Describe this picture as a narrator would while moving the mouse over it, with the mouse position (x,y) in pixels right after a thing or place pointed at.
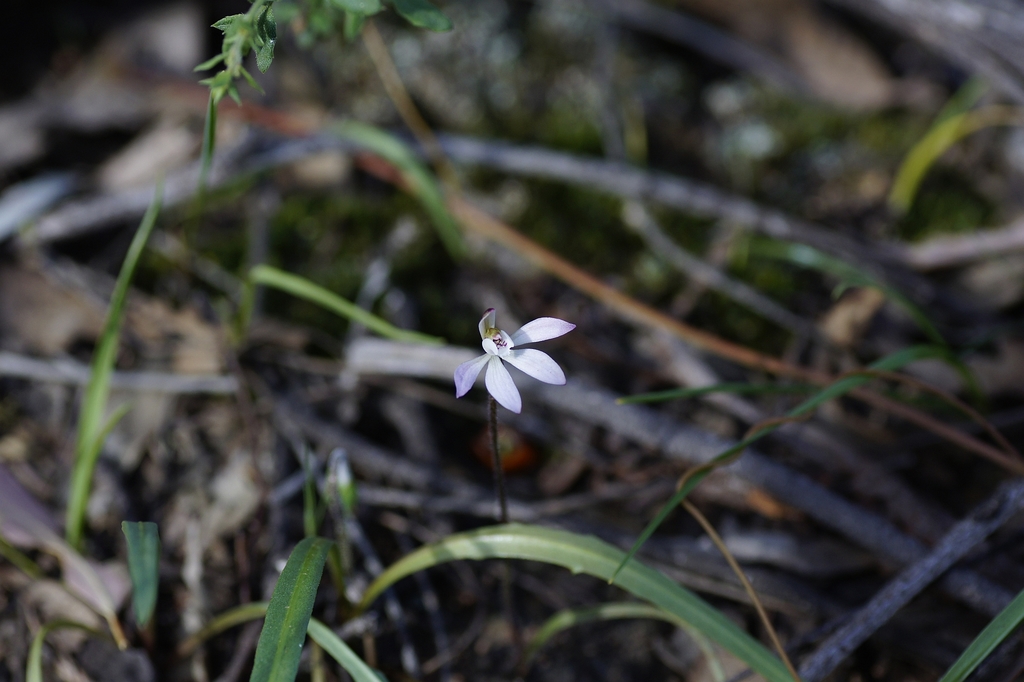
In this image, in the middle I can see a flower (496,451) and at the bottom (463,539) we can see some grass (482,534) and at the top (257,84) we can see a plant (403,0) and in the background (727,100) we can see the blur.
